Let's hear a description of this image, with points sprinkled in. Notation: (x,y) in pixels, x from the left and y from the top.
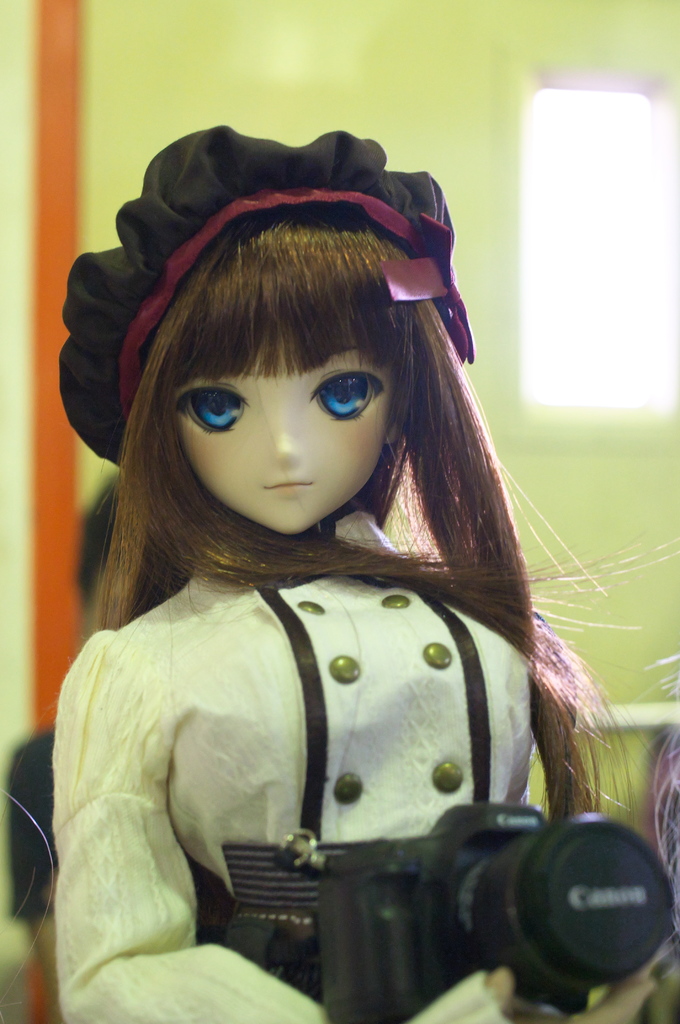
In this image there is a doll (631,1006) holding a camera (426,872) in her hand (592,1023) with a long hair (444,503) and wearing a hat (116,405). At the background (80,159) there is a wall (406,86) and window (578,331).
